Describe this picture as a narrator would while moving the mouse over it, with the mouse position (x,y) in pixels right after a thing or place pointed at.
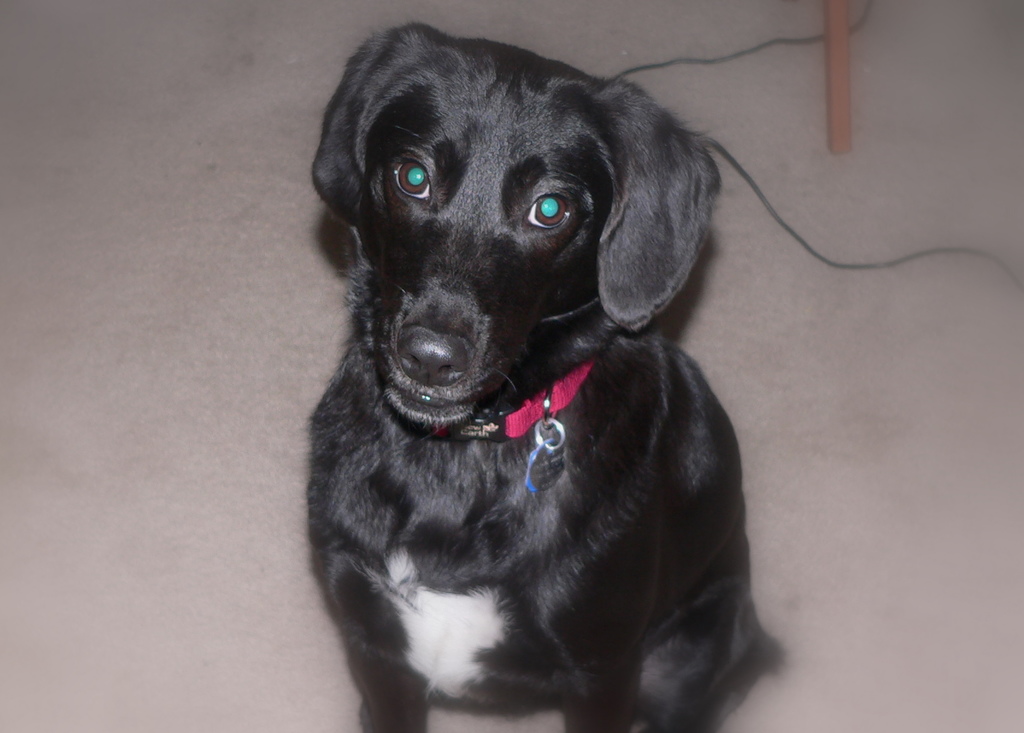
In this image there is an animal (428,365). At the top of the image (842,76) there is a wire (700,63) and there is an object (826,26) which is made up of wood (837,95).
